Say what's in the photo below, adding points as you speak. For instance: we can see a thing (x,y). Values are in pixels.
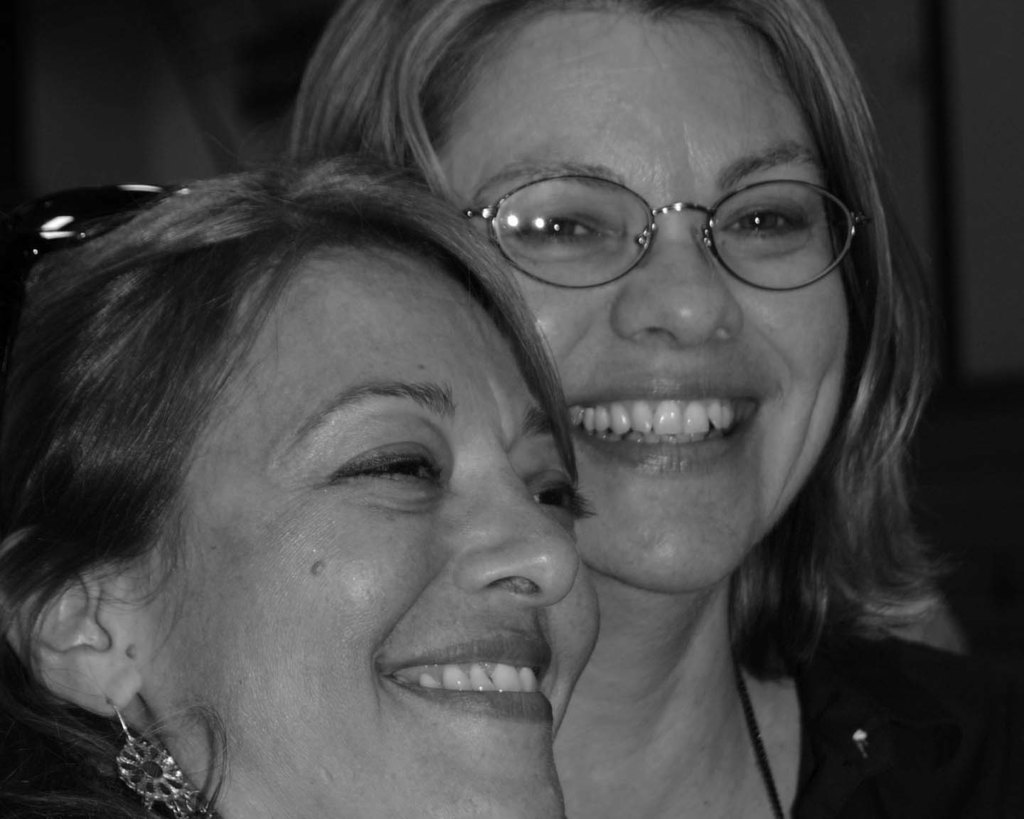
This is a black and white picture. In this picture, we see two women (457,488). The woman (502,348) on the left side (249,318) is smiling. Beside her, we see a woman (605,461) who is wearing the spectacles (580,268) is smiling. In the background (265,89), it is black in color and this picture is blurred in the background (160,174).
